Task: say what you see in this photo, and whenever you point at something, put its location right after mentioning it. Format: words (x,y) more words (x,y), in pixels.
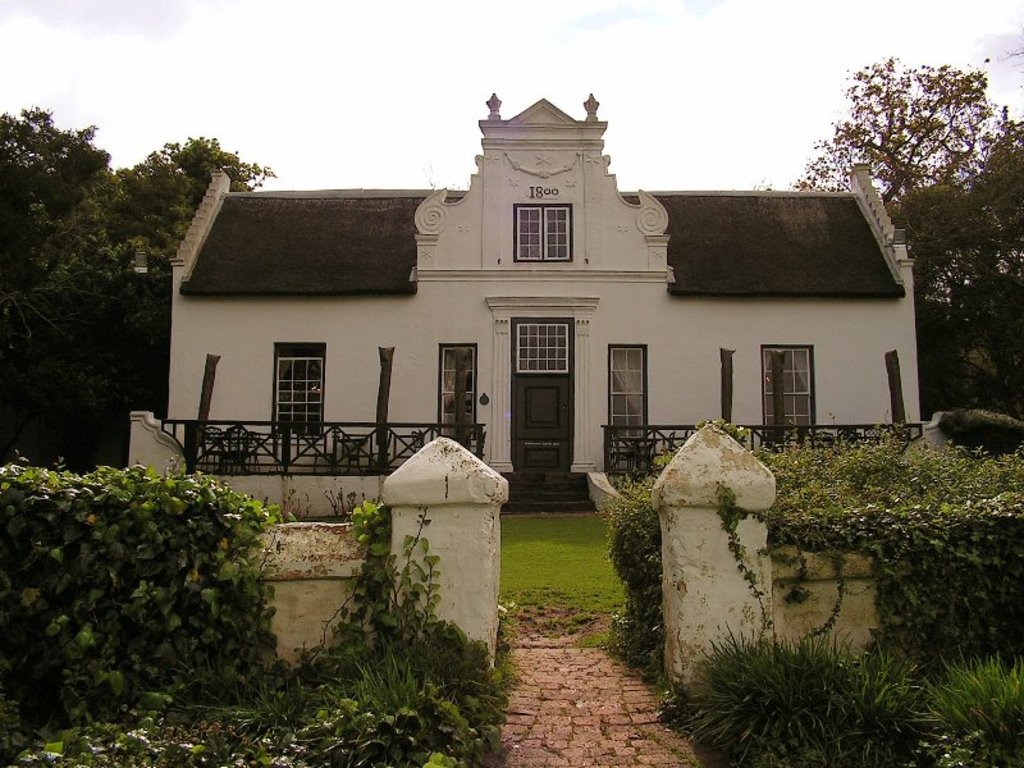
At the bottom of the image (866,742) on the ground (885,736) there is grass (933,715). And also there are walls (707,529) with creepers (225,539). Behind them there is a building (585,231) with walls (424,222), windows (443,392), roofs (279,199), doors (536,439), steps (532,504) and railings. In the background (61,232) there are trees (66,262). At the top of the image (522,84) there is sky (397,84).
